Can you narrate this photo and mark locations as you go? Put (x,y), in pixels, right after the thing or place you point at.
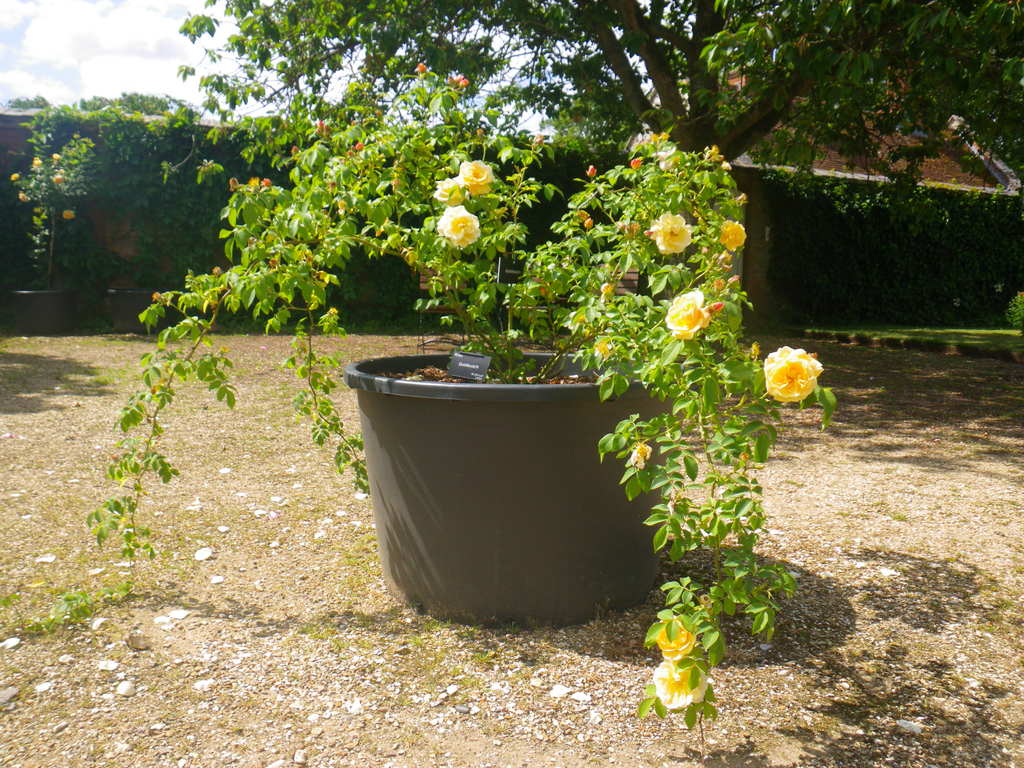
In this image in the foreground (459,472) there is one flower pot (544,418) and plant (337,261) and some rose flowers (449,226). At the bottom (321,568) there is grass (419,641) and in the background (105,143) there are some houses (846,173) and wall (104,226).
